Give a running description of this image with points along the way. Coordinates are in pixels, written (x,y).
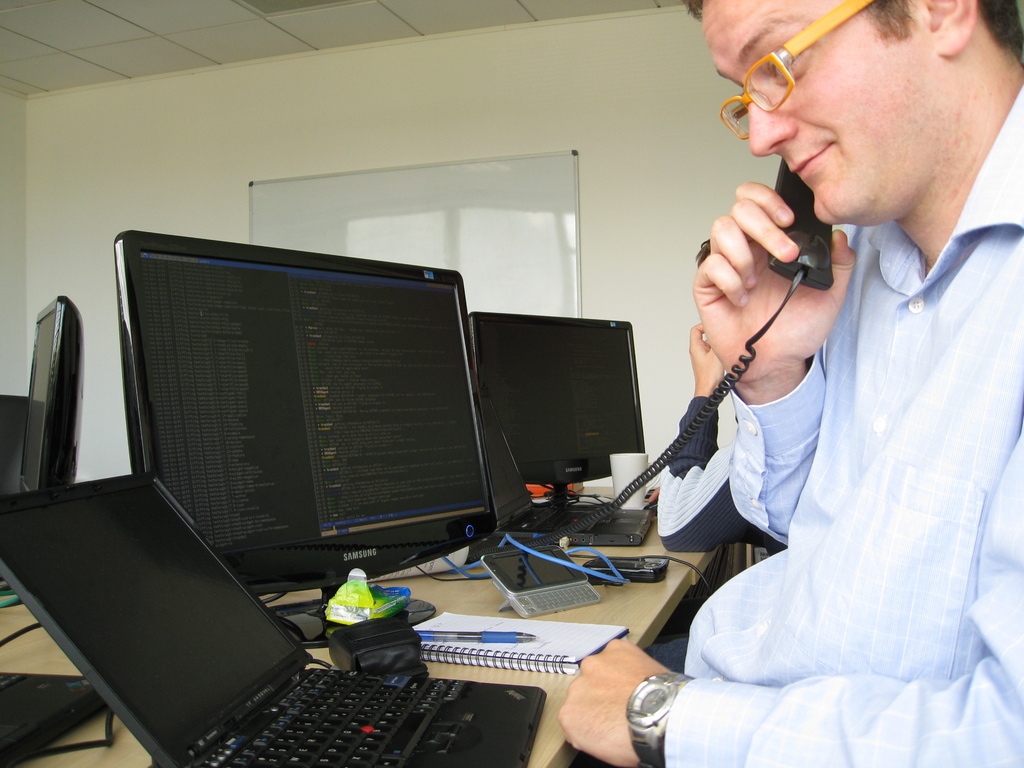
In this image in front (916,609) there is a person (1010,612) holding the phone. Beside him there is another person (693,546). In front of them there is a table (664,587). On top of it there are computers (324,417). There is a laptop (286,664). There is a book (458,621). There is a pen (431,638) and there are a few other objects (519,586). In the background of the image (572,159) there is a board (447,162) on the wall (590,247).
